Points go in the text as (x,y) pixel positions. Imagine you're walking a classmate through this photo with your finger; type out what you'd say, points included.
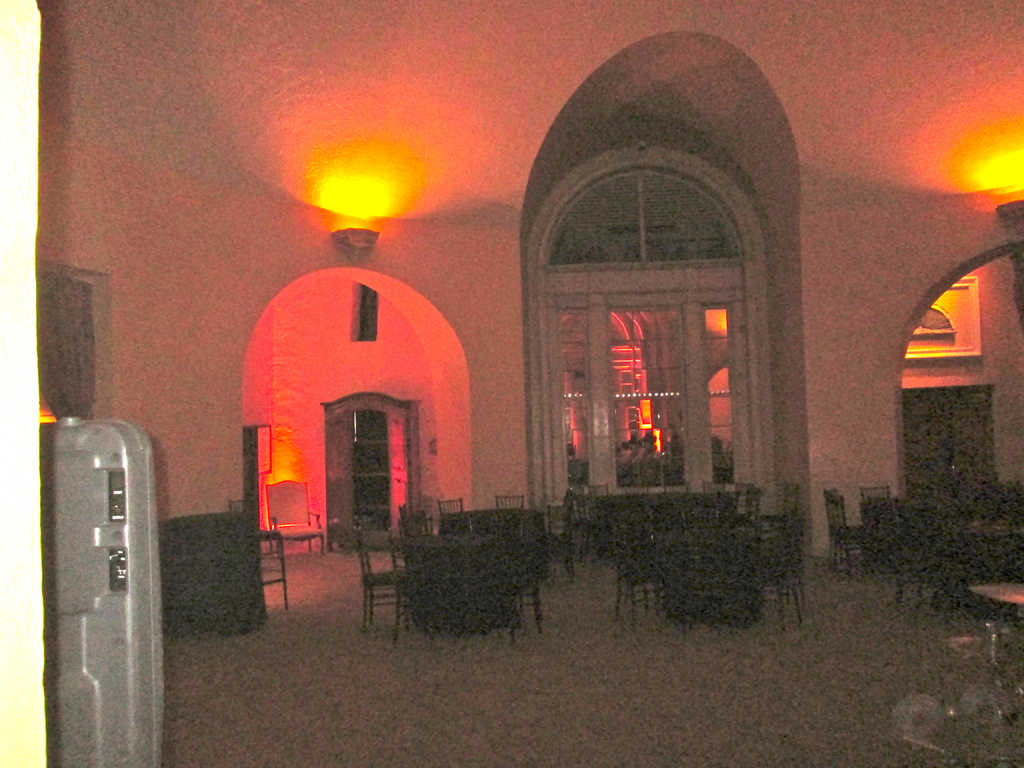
This is an inside view of a building (463,425) and here we can see tables (419,574), chairs (780,563), lights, a cupboard (340,488), case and some other objects (56,351). At the bottom (358,701), there is a floor (431,710) and at the top (213,71), there is a roof (276,51).
